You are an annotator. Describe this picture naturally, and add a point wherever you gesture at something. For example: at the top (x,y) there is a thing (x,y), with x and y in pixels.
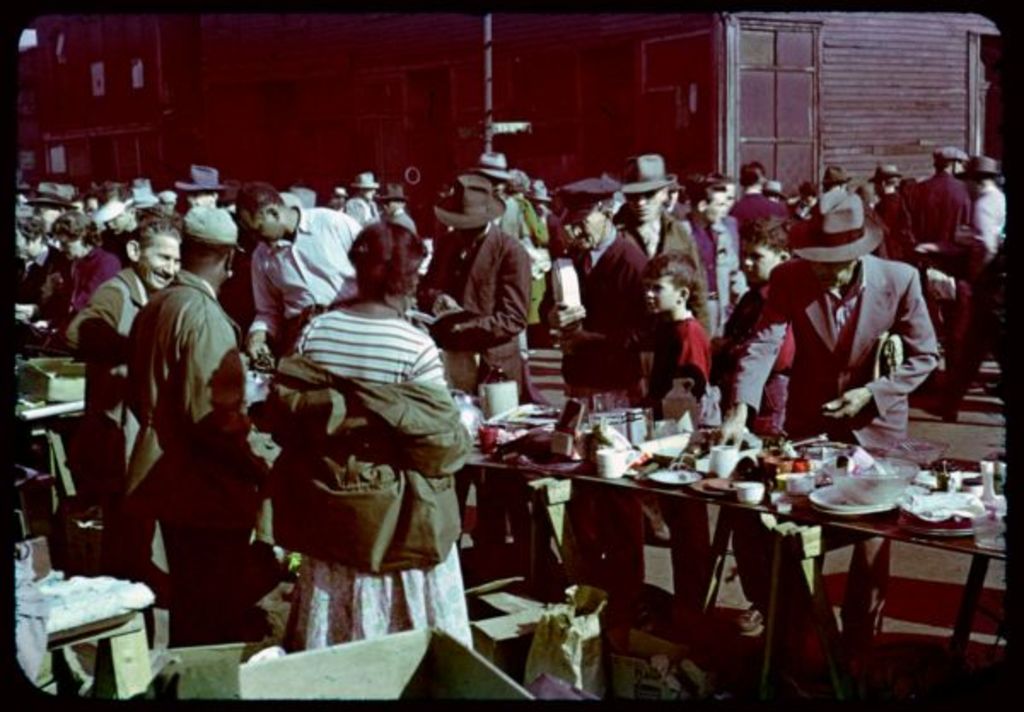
In this picture I can see number of people (470,185) standing and I can see tables (477,405) on which there are many things (485,431) and in the front of this image (470,608) I can see few boxes (498,637) and I can also see that this image is in dark.
